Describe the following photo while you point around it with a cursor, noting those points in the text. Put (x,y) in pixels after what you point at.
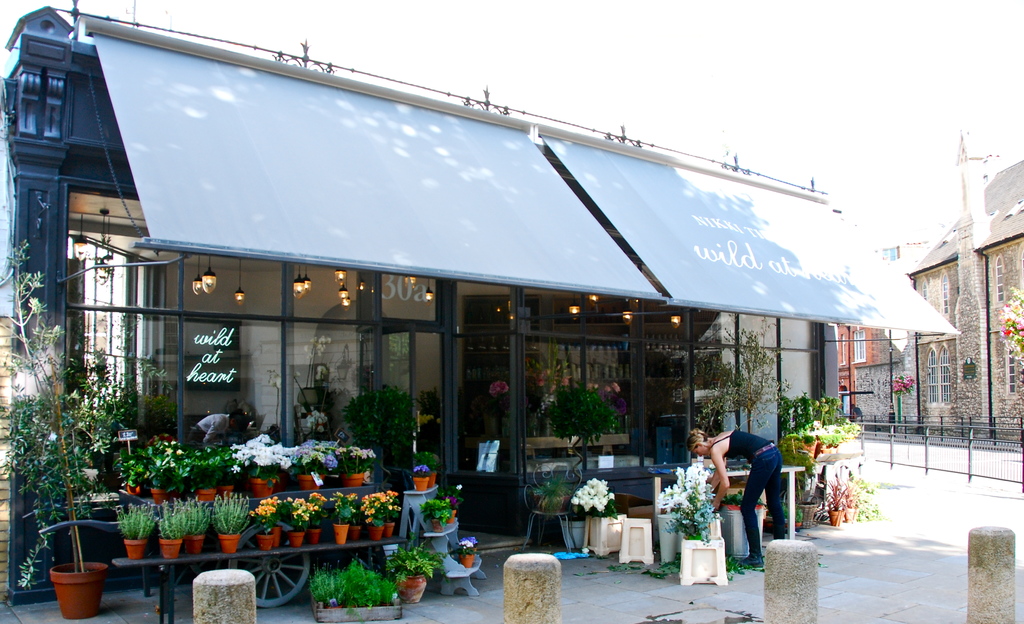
In this image we can see a store (491,354). There are many plants (376,524) in the store (476,494). There are many flowers (391,505) to the plants (299,504). There is some text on the glass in the image. There are few buildings (948,379) in the image. There is a person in the image. There are many plant pots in the image.
